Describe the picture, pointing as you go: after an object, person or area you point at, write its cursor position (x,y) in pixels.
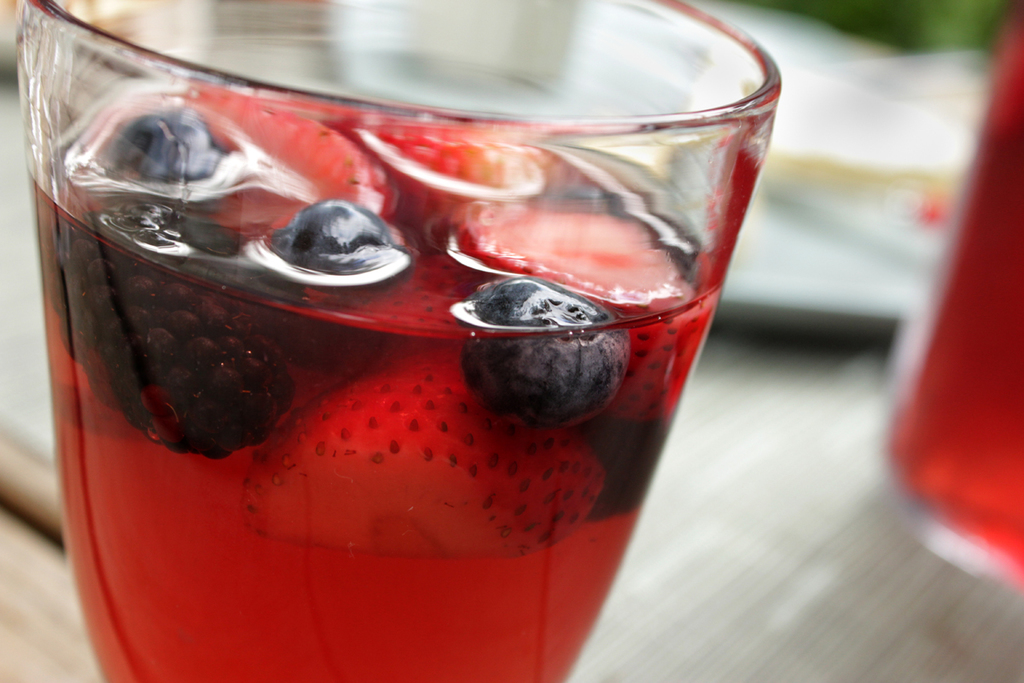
In this image we can see a glass (265,608) on the surface (743,657) containing some liquid (464,579), pieces of strawberries (398,474), blackberries (190,355) and blueberries (507,379) in it. We can also see a glass (954,510) and a plate (877,297) beside it.
